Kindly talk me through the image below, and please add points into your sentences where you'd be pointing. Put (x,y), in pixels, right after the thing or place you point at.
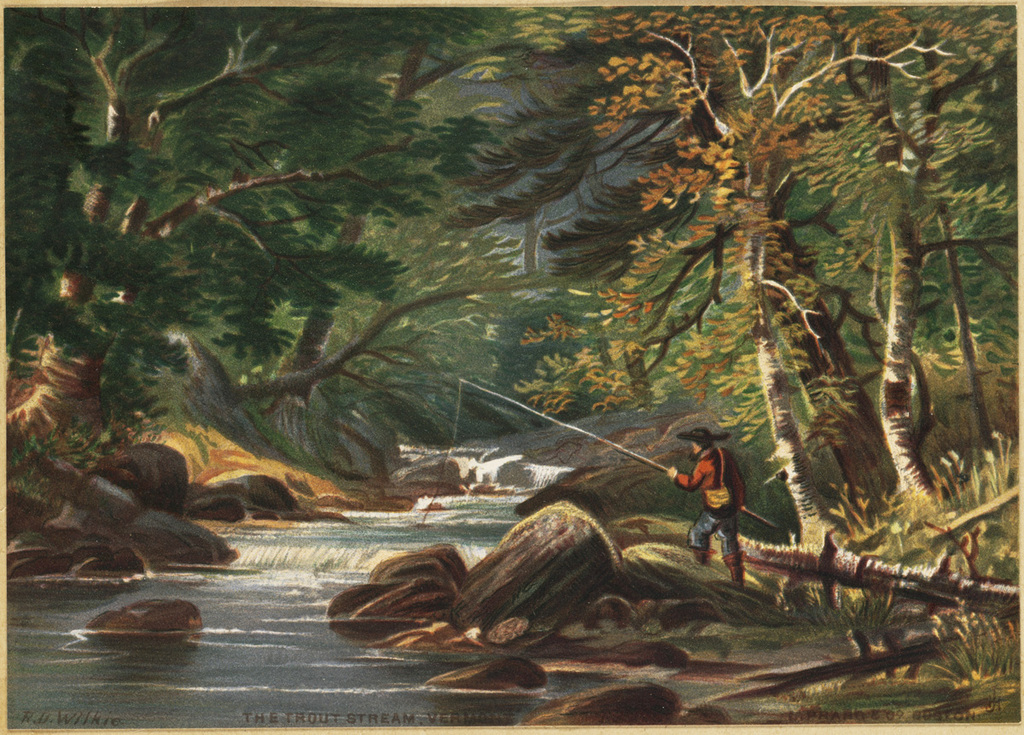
This is a painting. On the left side (287,596) there is a river (316,578) and some rocks (143,528). On the right side (713,447) a person (716,477) is standing and fishing. In the background (452,240) there are many trees (598,236).
